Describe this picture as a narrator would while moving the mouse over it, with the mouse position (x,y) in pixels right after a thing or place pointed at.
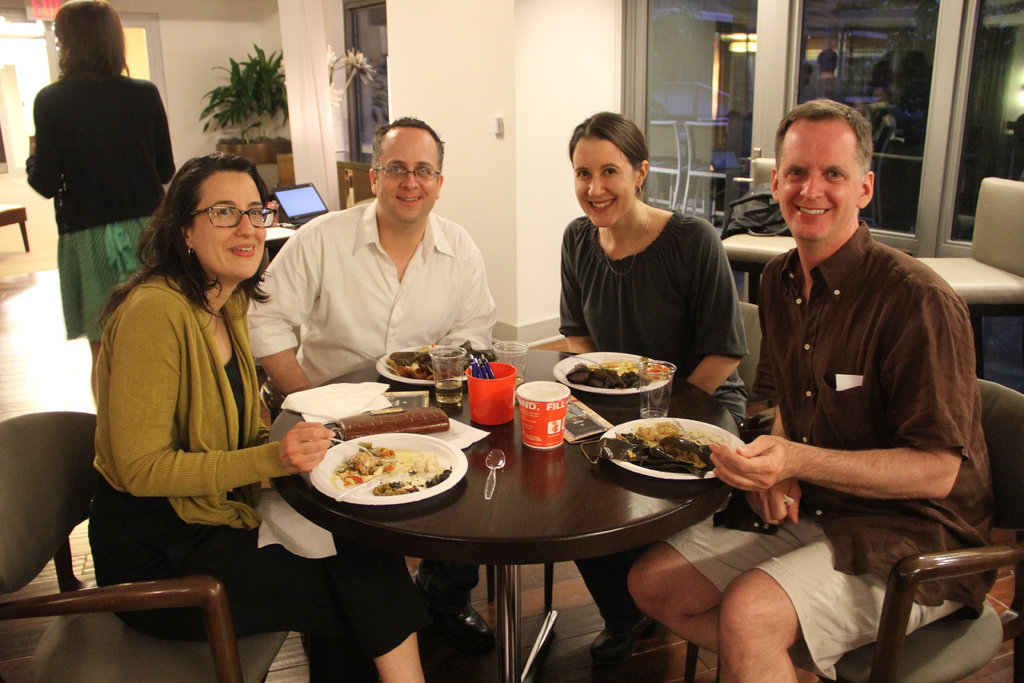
In the image there is a table (554,471) and around that there are four people (720,386) sitting on the chairs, on the table (518,545) there are some food items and behind the people (316,346) there is a woman (90,124) standing, beside her there is some gadget (289,206) kept on a table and in the background (876,76) there are windows (815,63), a door (368,62) and some plants (239,83).
